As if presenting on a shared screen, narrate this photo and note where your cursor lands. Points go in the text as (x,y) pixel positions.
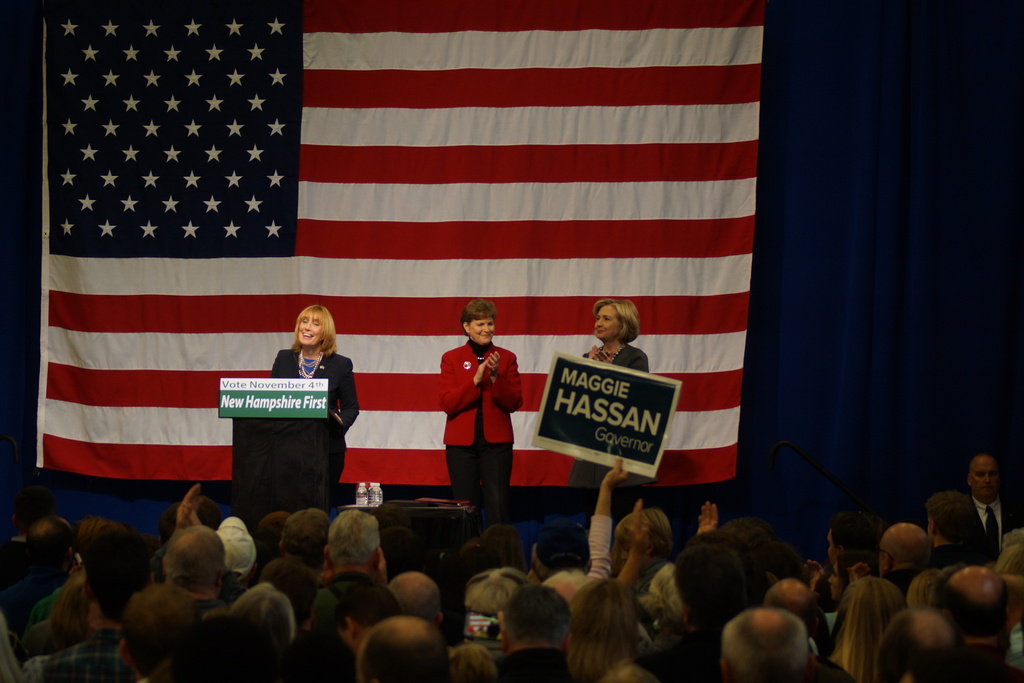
In this image in front (534,616) there are people (596,543). There is a person (609,532) holding the placard (609,411). There is a table (407,509). On top of it there are water bottles (366,501). There is a person (321,357) standing in front of the dais (291,458). On top of the dais (278,460) there is a name board (272,406). Beside the dais (312,459) there are two people (447,401) clapping. In the background of the image (555,234) there is a flag (484,163). There are curtains (916,330).
